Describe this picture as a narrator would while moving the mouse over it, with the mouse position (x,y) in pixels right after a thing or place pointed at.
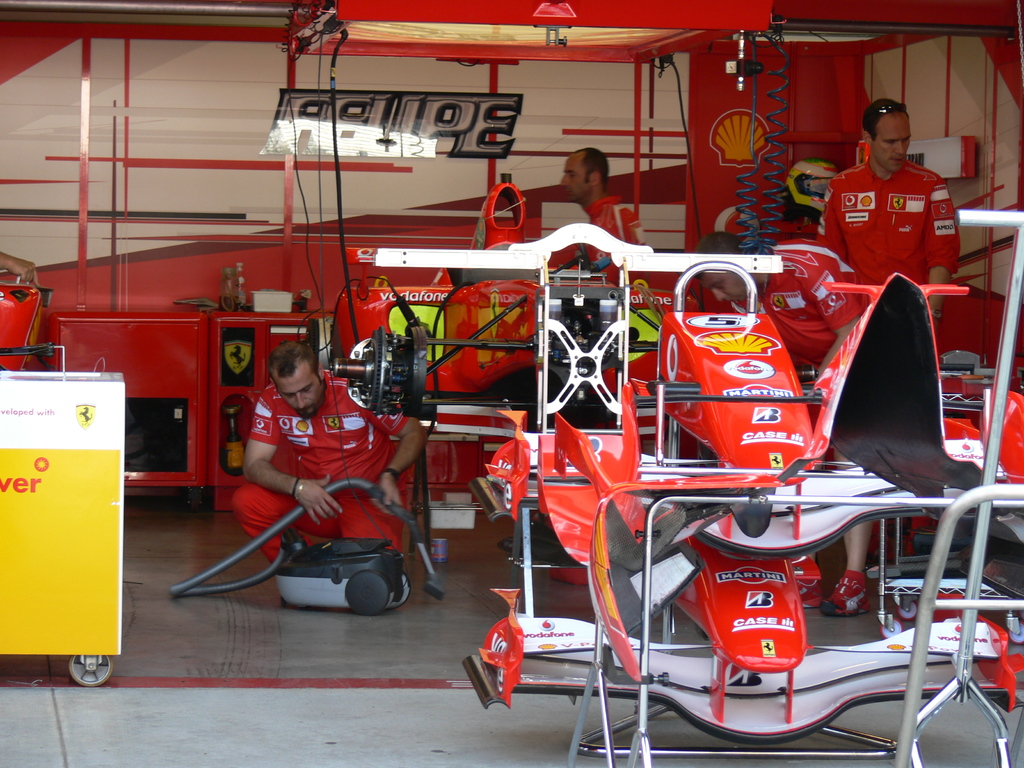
In this picture we can see few people (831,260) and machines (324,338), on the left side of the image (301,454) we can see a man (302,437), he is holding a vacuum cleaner (295,518), in the background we can find few metal rods (509,251).
